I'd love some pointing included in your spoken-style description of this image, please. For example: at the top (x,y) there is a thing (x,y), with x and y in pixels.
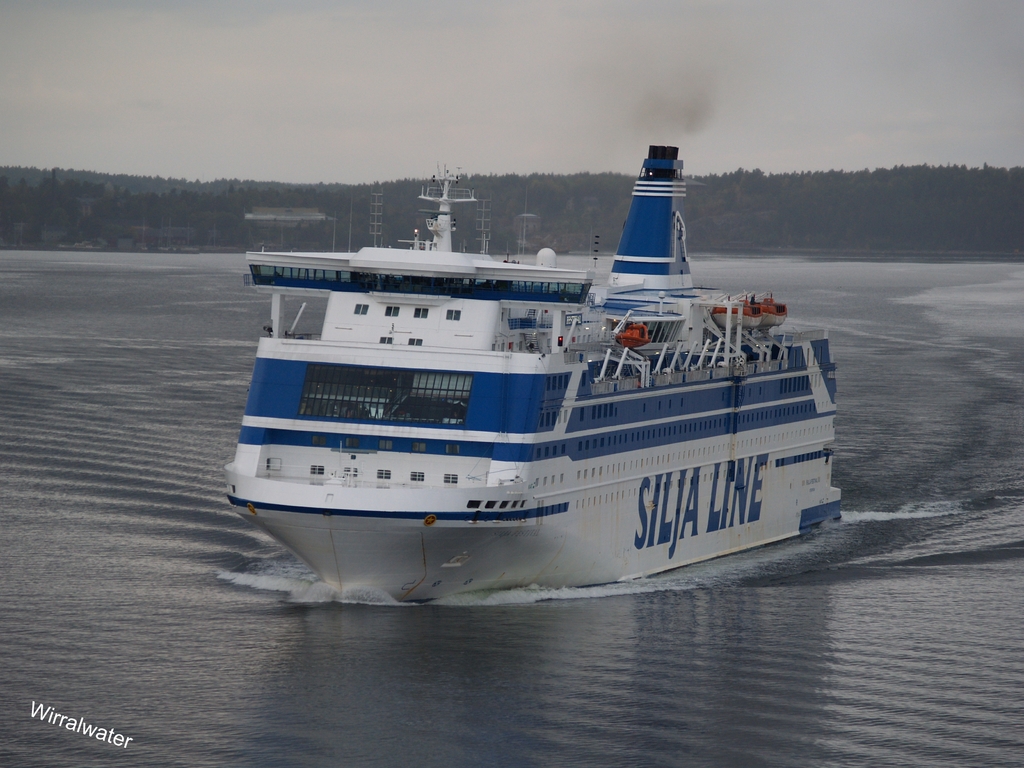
In the middle of this image (606,426), there is a boat (739,400) in blue and white color combination, on the water (494,613). On the bottom left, there is a watermark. In the background (200,179), there are trees (56,170) and there are clouds (570,32) in the sky (185,65).
